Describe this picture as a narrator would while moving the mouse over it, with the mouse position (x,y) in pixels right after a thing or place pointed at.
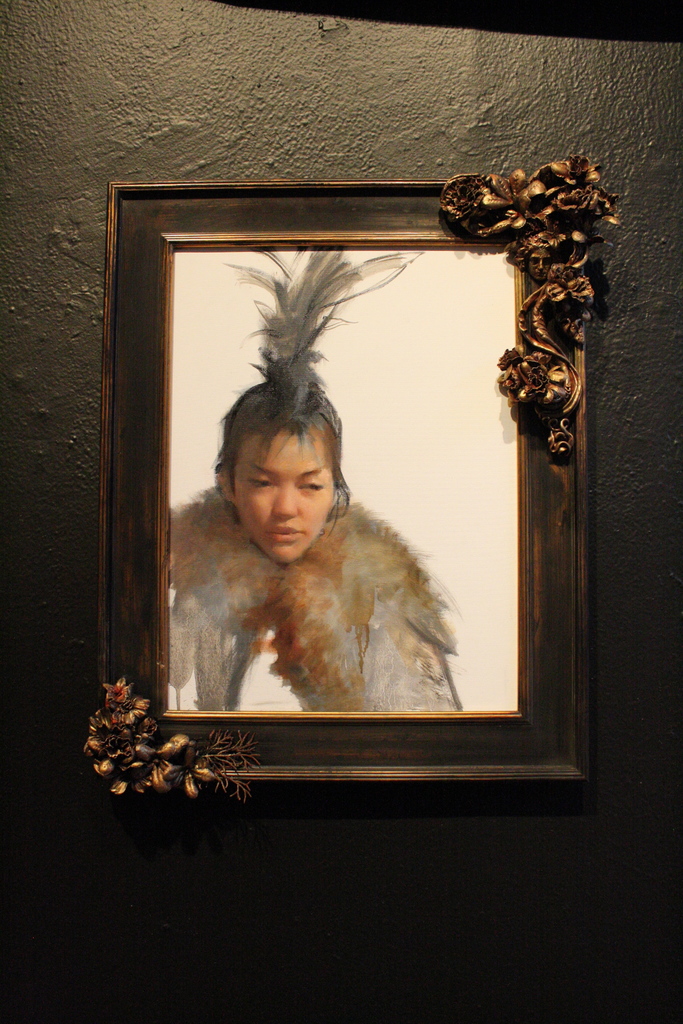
In this image there is a photo frame (305,742) on the wall (330,796). In the photo (355,538) there is a girl (245,532).
